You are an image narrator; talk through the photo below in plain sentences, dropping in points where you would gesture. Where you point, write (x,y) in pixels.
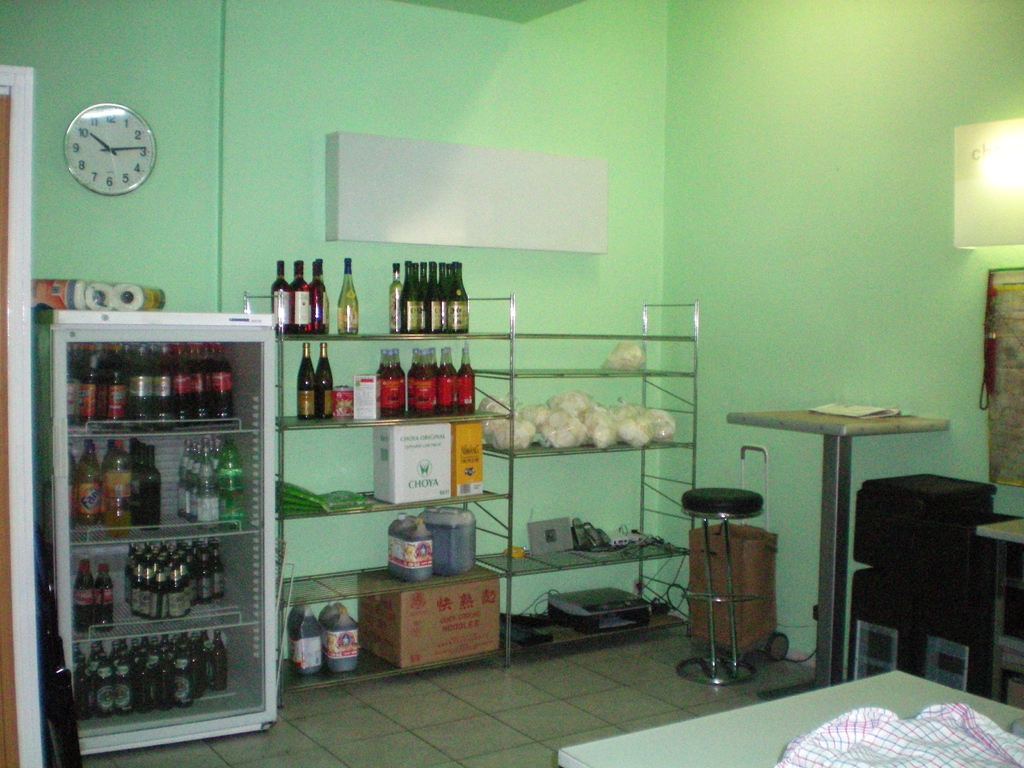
In this picture I can see bottles (164,417) in a refrigerator (263,540), there are bottles (469,385), cardboard boxes (477,428) and some other items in and on the racks (487,395), there is a stool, there are tables (745,752) and some other objects (965,586), there is a clock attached to the wall (528,276).
